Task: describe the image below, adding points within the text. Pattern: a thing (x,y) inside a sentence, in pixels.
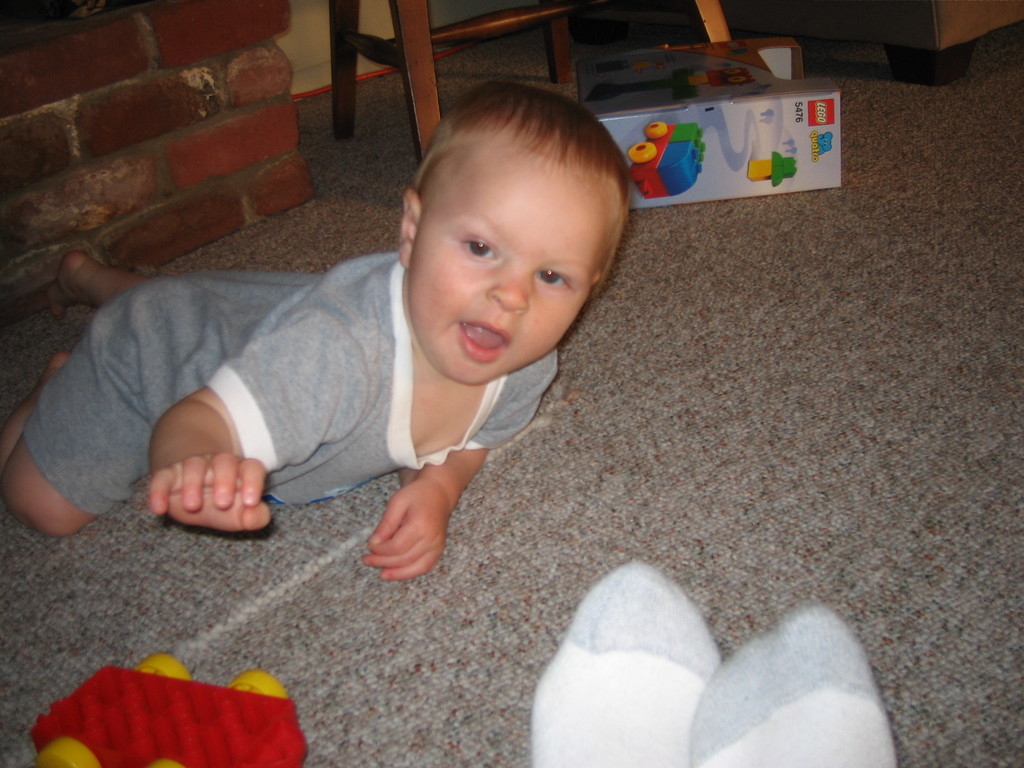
In this image we can see there is the person (359,363) lying on the floor (622,374) and there are toys (173,753), box (728,143), chair (554,62) and the wall (176,128).
